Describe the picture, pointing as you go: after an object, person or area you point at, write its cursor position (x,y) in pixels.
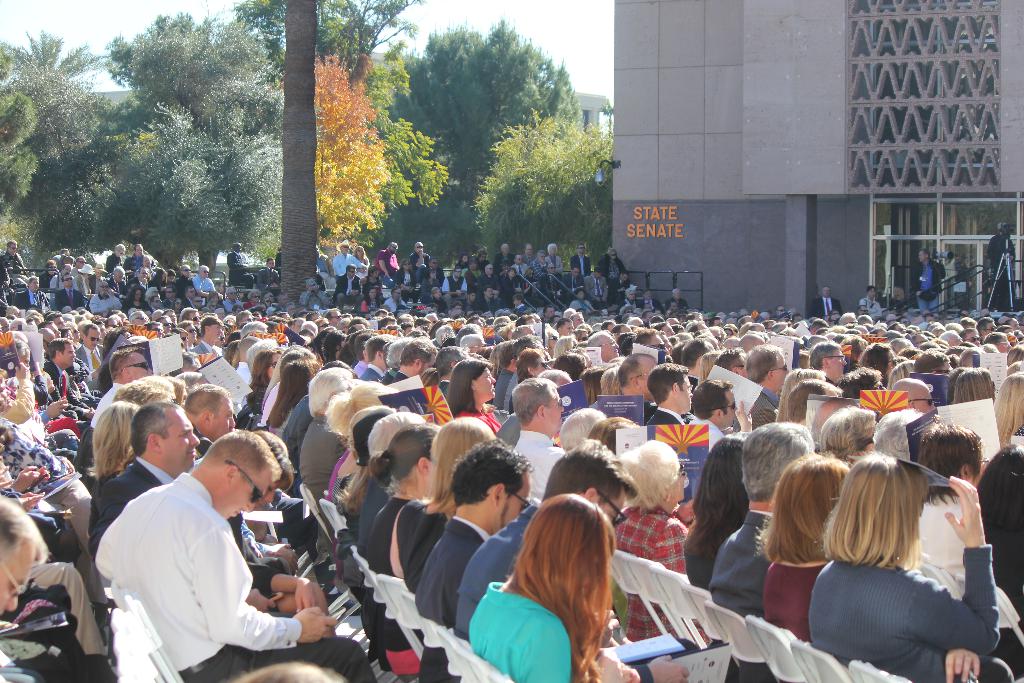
In this image we can see many people (511,502) sitting on chairs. In the back (289,141) there are trees (280,105). Also there is a building (798,113) with name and camera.
